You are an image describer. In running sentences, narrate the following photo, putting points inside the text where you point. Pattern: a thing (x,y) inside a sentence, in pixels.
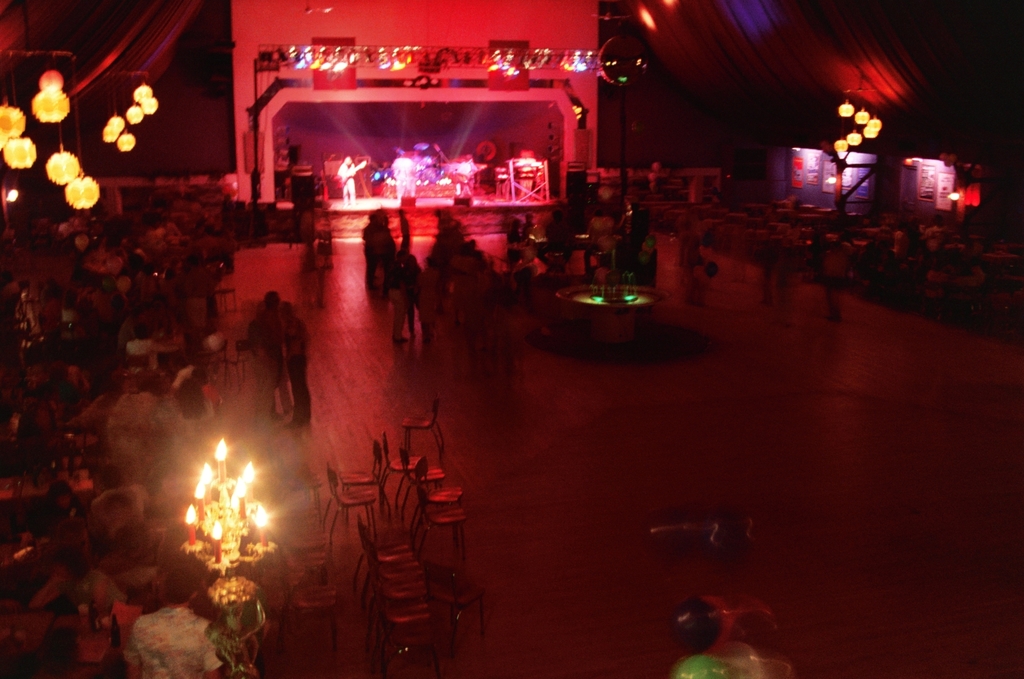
In this image there are a group of people (173,220) some of them are sitting on chairs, and also there are some tables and some of them are standing. In the center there are some people (347,162) who are on stage (358,185), and they are playing some musical instruments (430,172) and also there are some musical instruments (535,168). On the right side (879,122) and left side (224,594) there are some lights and also there are some curtains (890,22), at the bottom (647,579) there is a floor (530,564).
